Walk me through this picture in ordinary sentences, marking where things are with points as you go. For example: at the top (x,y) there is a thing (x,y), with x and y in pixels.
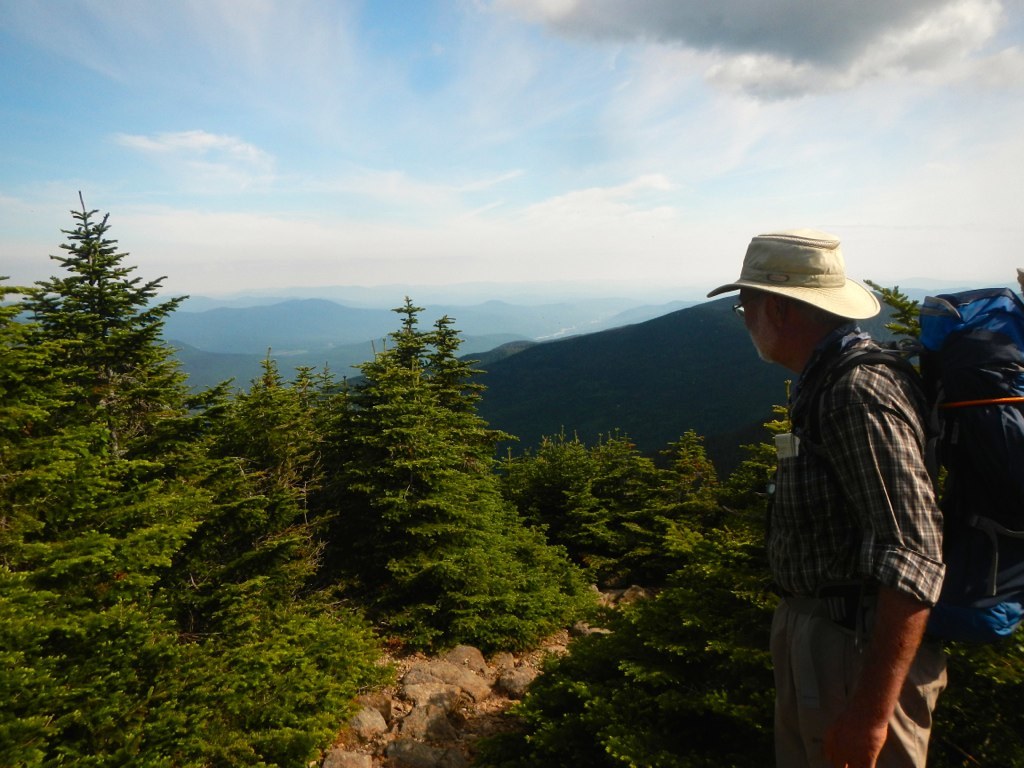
This picture is clicked outside. On the right (866,475) there is a person (869,426) wearing a backpack (971,450), hat (830,296) and standing. In the center (380,455) we can see the plants (422,574) and trees (297,494). In the background (213,158) there is a sky (209,152) and the hills (595,367).
